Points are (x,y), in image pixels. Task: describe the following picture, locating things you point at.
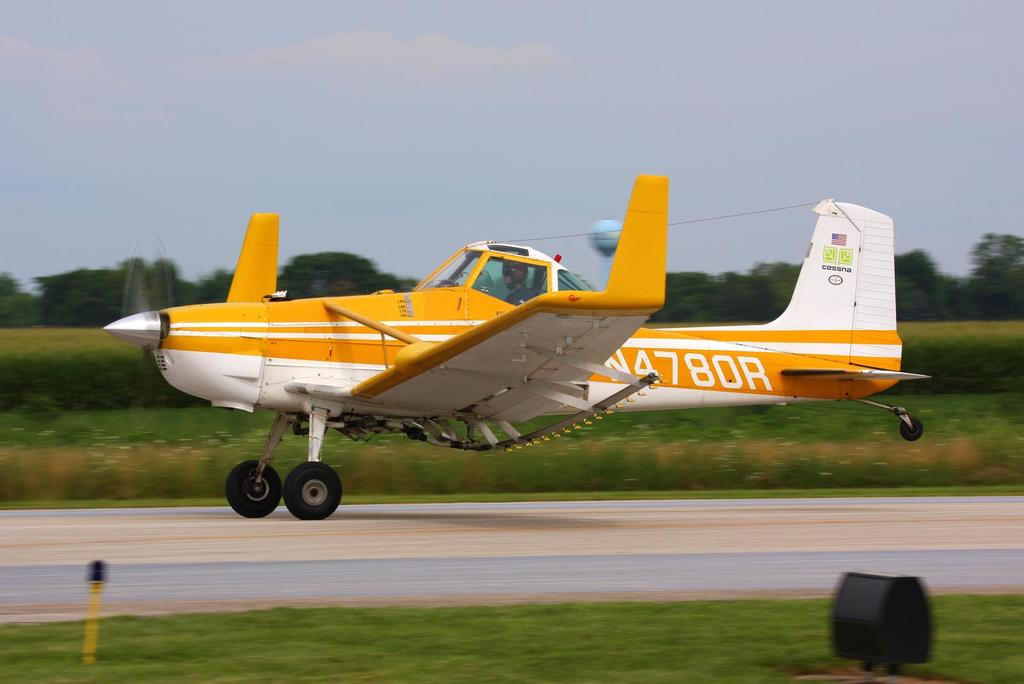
In the center of the image (437,358) there is an aeroplane (314,452) on the runway (537,566). At the bottom of the image (153,658) we can see grass (447,660). In the background (80,326) we can see trees (899,263), grass (664,451), plants (715,461) and sky (671,132).
